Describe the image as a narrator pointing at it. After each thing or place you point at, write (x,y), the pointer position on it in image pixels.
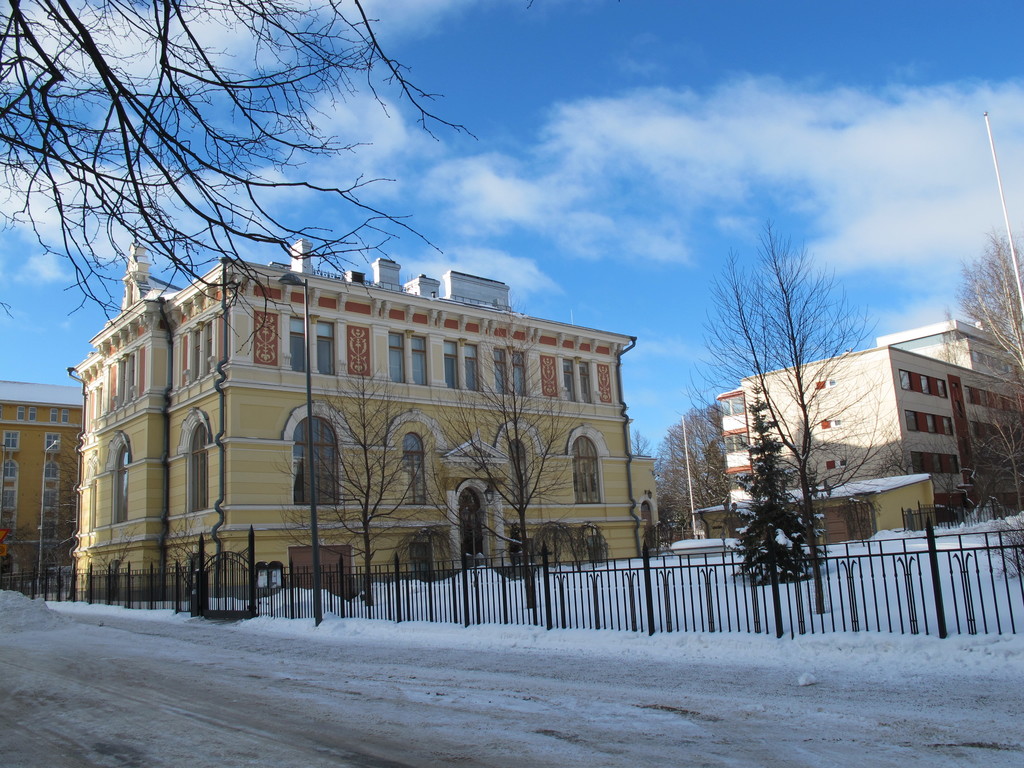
In this picture there is a black fence (752,589) and the ground (686,571) is covered with snow (687,588) beside it and there are trees (773,462) and buildings (559,452) in the background (766,429) and there is a tree (164,61) which has no leaves (121,109) on it is in the left top corner (148,93).
